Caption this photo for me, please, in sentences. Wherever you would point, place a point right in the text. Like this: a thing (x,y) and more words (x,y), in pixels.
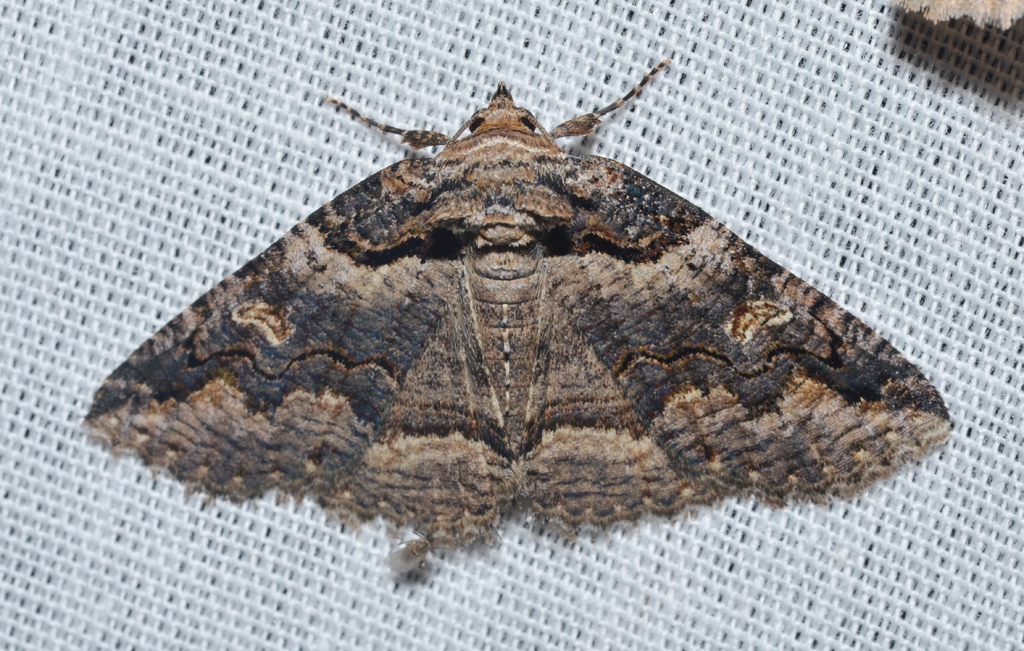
In the image there is a moth (426,171) laying on a white net surface (449,79).
